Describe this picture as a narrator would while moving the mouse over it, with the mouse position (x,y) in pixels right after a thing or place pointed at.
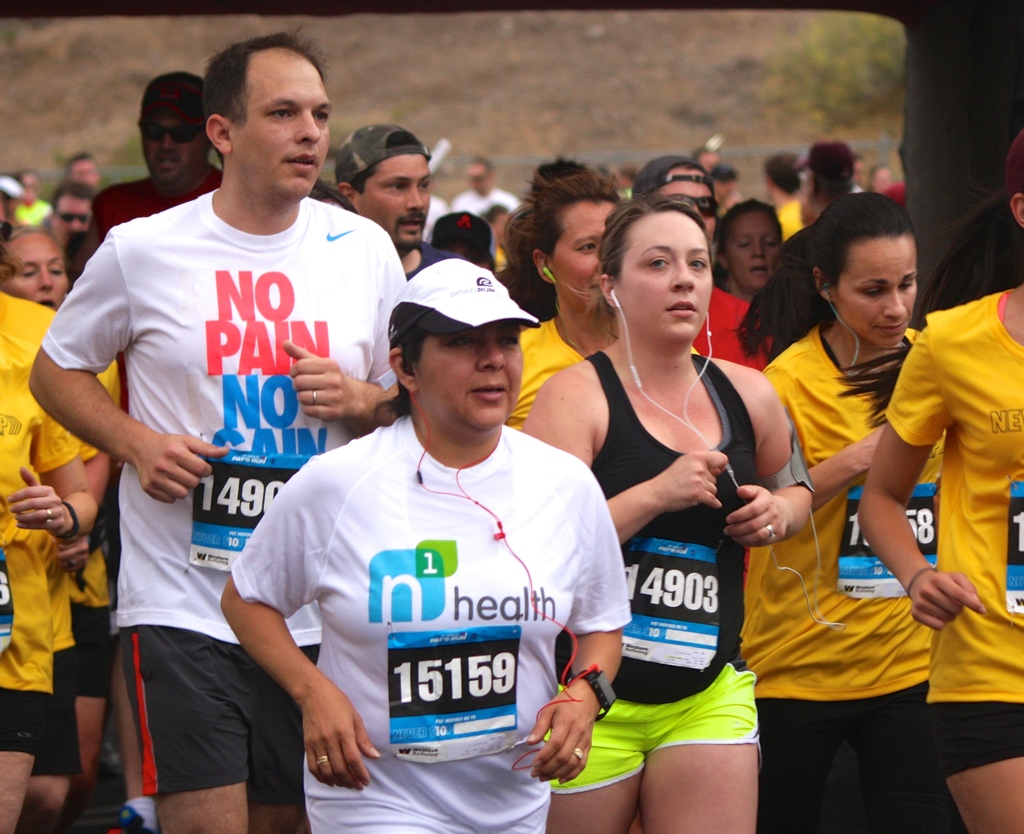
In this image there are a group of persons (590,472) running, there are wires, there is an object (957,142) towards the right of the image (937,47), there is a plant (840,81) on the ground (678,70) towards the top of the image (865,62).
